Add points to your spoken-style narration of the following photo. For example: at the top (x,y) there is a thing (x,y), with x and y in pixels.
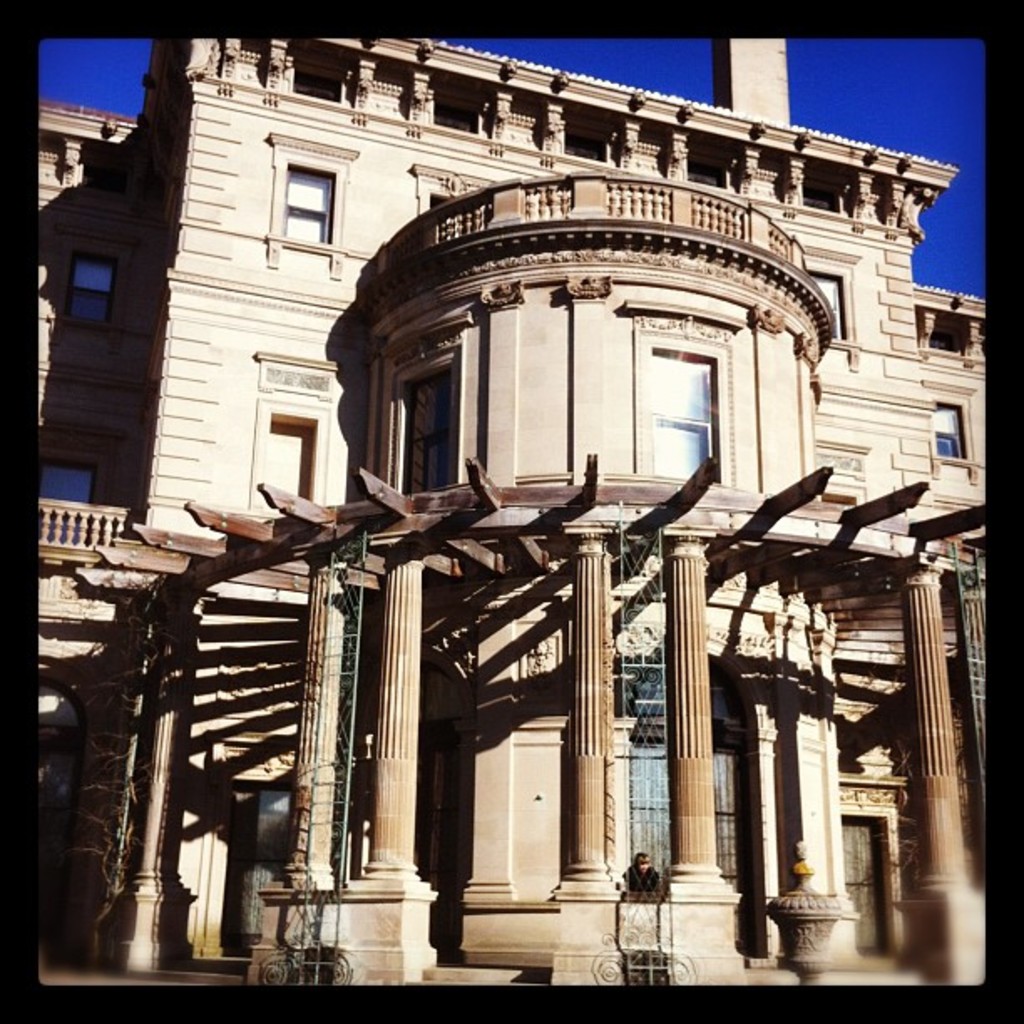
In this image I can see a building (502,486) which is cream and brown in color. I can see few windows (296,435) of the building (594,344) and in the background (859,80) I can see the sky (851,107) which is blue in color.
